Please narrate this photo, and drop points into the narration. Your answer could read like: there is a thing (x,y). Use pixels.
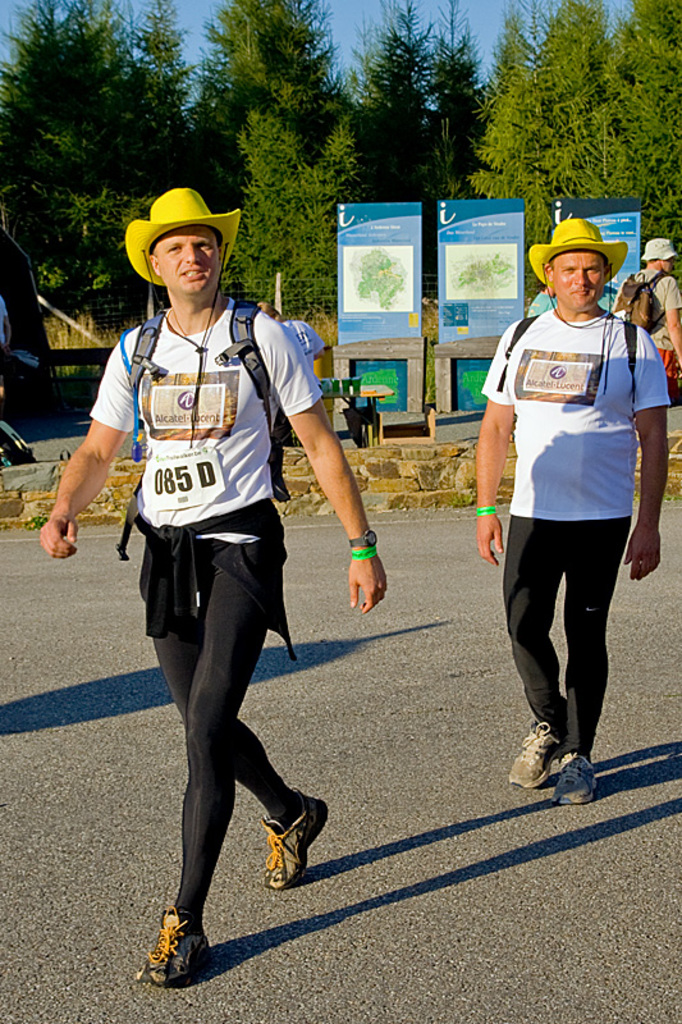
In the foreground of this image (224,625), there are two men (519,605) walking on the road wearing backpacks (247,341) and the hat (219,229). In the background (668,315), there is a man (674,268) standing and wearing a backpack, posters (410,230), a table (390,389), wall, trees (386,143) and the sky (349,28).
